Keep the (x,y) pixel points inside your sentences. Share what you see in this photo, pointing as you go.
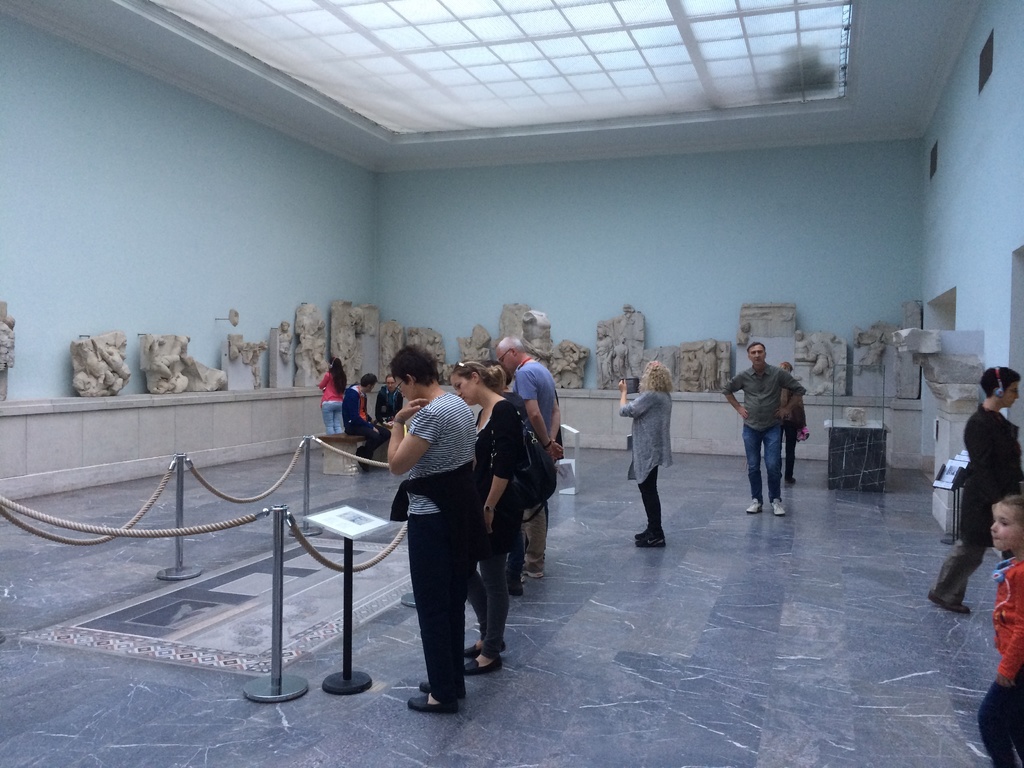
This picture is clicked in the museum. The two women (425,513) in the middle of the picture (500,470) are standing in front of the podium (348,534). Behind them, we see people (634,436) standing. The woman (642,427) in grey cardigan (644,422) is clicking photos on the mobile phone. In the background (472,252), there are statues (250,359) and a wall (786,247) in light blue color.
